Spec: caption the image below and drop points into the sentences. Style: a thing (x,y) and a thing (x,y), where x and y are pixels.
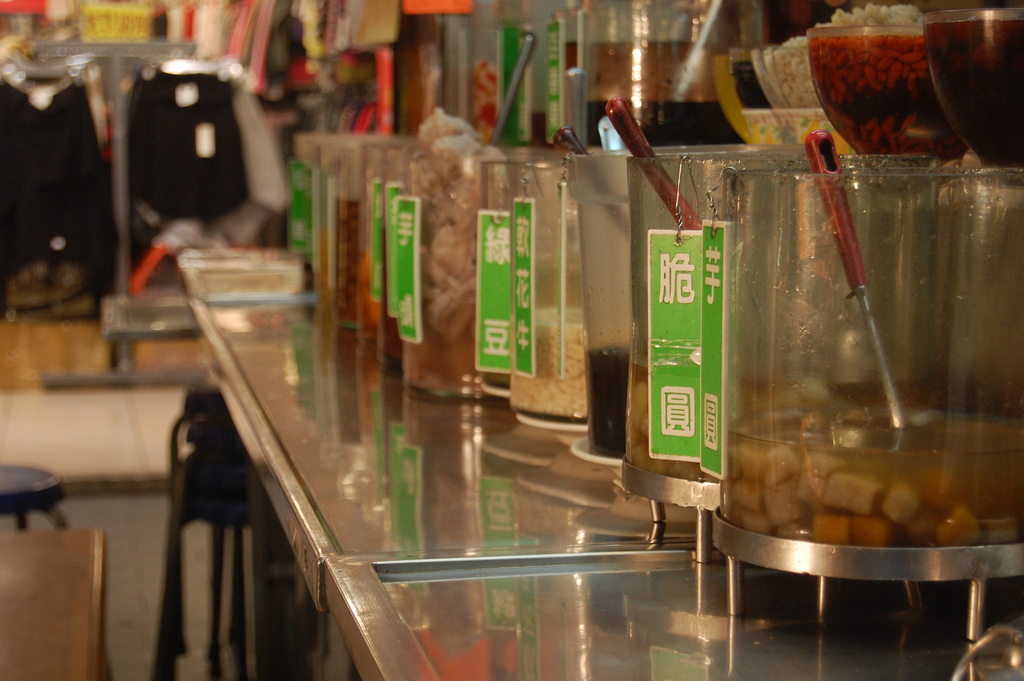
In this image there are food items (897,62) in the bowls (897,62) and in glass items (772,290) on the tables (572,508), there are spoons (874,332) inside it, and in the background (73,364) there are stools (212,413) and some other items (218,175).
